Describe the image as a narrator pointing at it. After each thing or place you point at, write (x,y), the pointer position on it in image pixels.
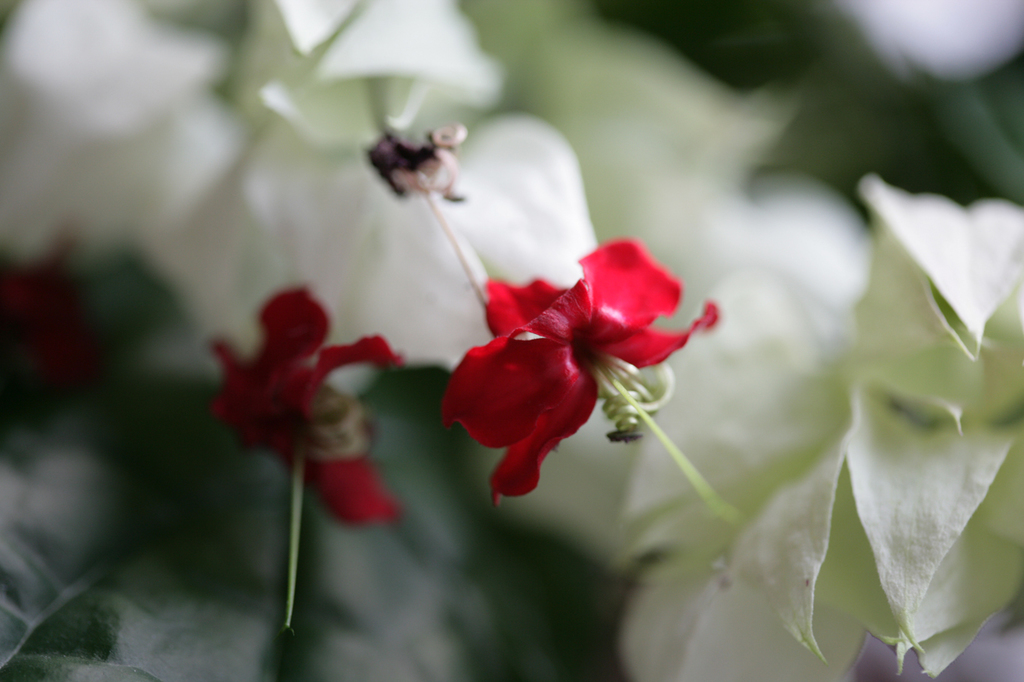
This is a zoomed in picture. In the center (630,358) we can see the two red color flowers (455,400). The background of the image (919,483) is blurry and we can see the white color objects (794,285) seems to be the plants (555,157).
